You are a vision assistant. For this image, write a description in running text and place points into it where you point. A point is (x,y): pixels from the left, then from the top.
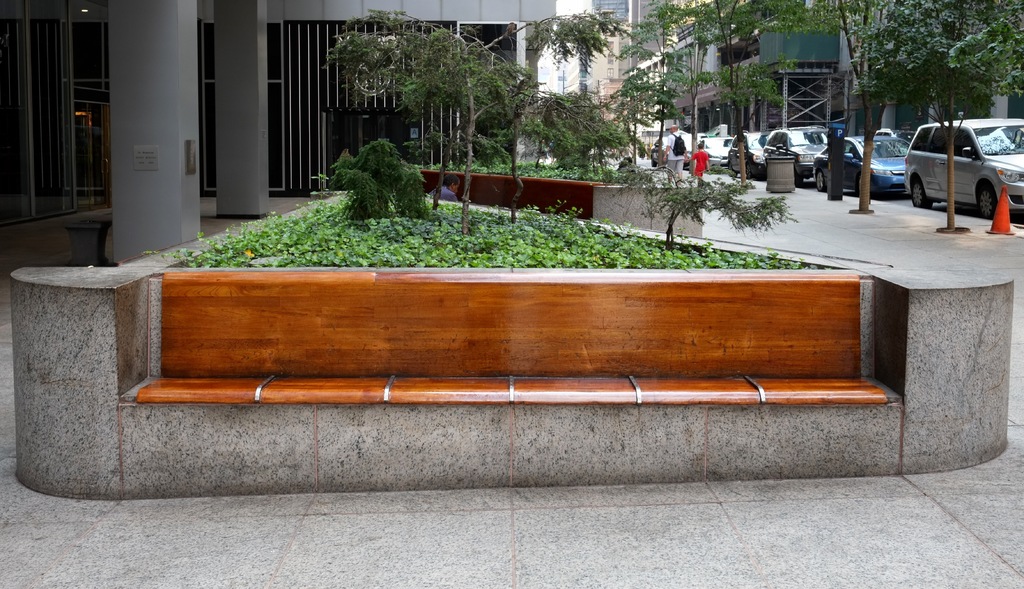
In this image we can see buildings (246,78), persons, trees (562,121), cars (1022,192), bench (654,331), grass (483,212) and sky (570,44).
